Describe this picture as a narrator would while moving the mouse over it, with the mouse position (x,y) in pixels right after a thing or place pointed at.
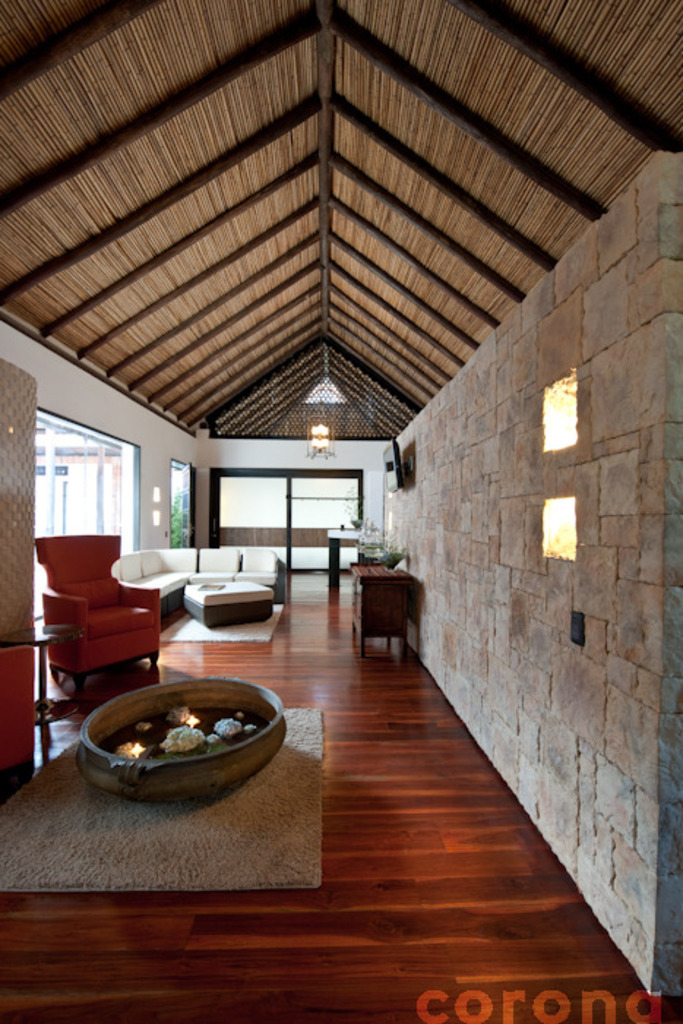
this picture shows an inner view of a house (171,309). we see a sofa (236,563) bed (220,563) and chair (114,542).
